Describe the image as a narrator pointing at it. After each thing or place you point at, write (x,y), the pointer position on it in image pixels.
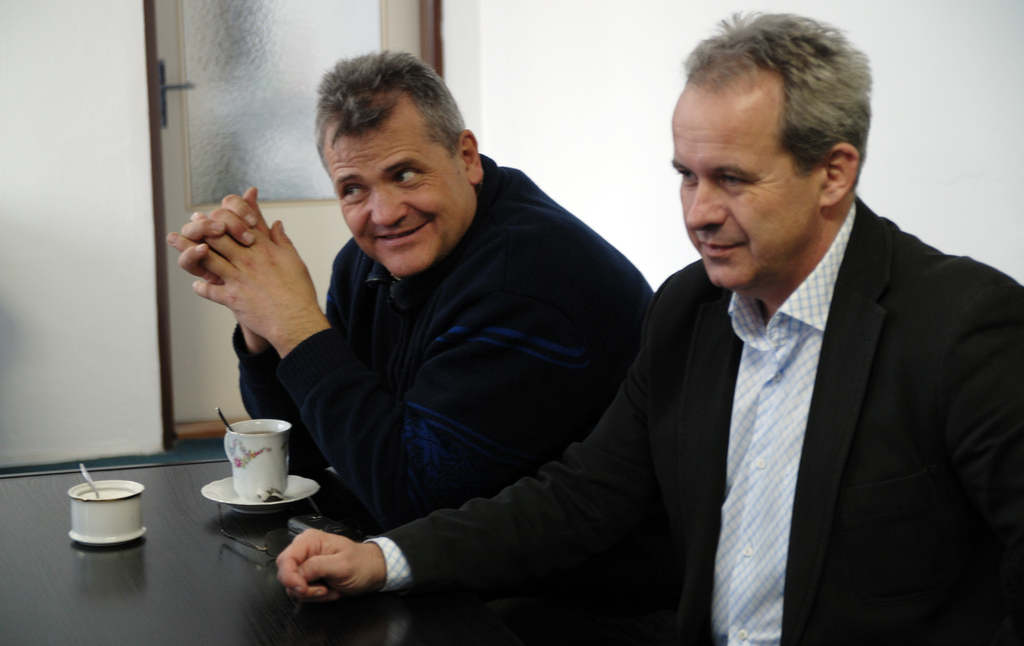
There are two men (595,505) sitting and wearing dark color clothes (551,399) in the middle of this image (405,396). There are two cups (267,480) kept on the wooden surface (169,557) which is in the bottom left corner of this image (136,615). We can see a wall (138,104) and a door (277,105) in the background (575,94).
